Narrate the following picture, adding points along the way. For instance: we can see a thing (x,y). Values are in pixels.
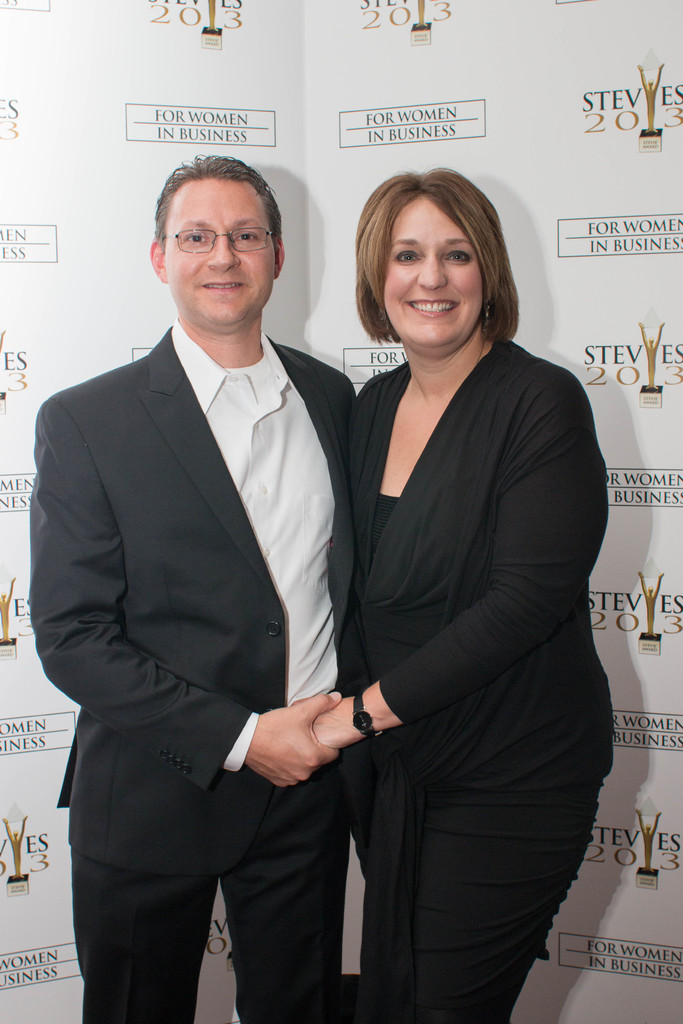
In this image there are two persons (314,596), behind them there is a banner (34,228) with some text (194,132) and pictures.
